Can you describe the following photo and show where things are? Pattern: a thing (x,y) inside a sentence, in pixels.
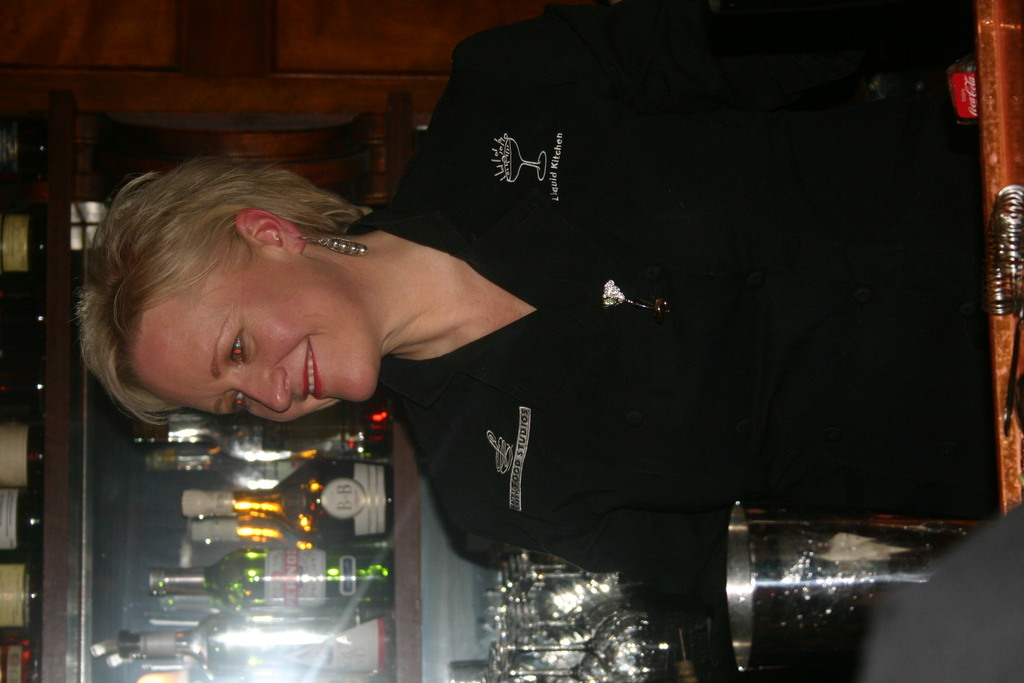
in this image a person (579,284) is standing wearing a black t shirt (638,292) and smiling. behind her there are shelves (203,607) filled with glass bottles (265,621).
